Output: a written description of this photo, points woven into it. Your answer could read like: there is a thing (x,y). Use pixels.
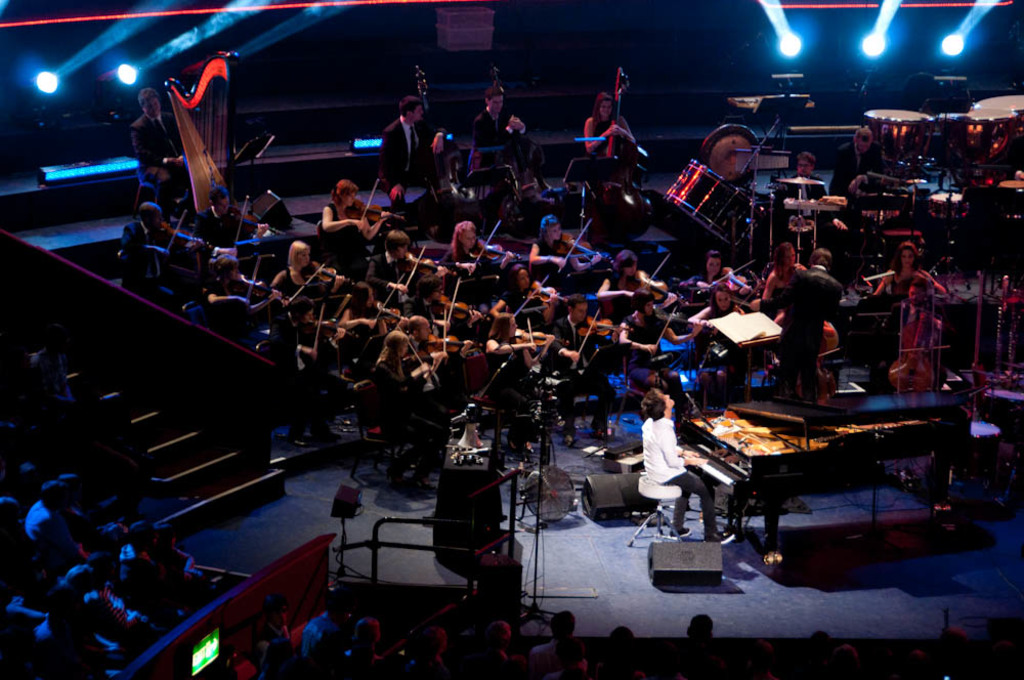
In this image we can see persons (290,286) sitting on the chairs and holding musical instruments (955,214) in their hands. In addition to this we can see staircase (230,450), railings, electric lights (81,168), books (738,320), papers (728,331), mics (540,391) and speakers (631,479) on the floor (617,583).
